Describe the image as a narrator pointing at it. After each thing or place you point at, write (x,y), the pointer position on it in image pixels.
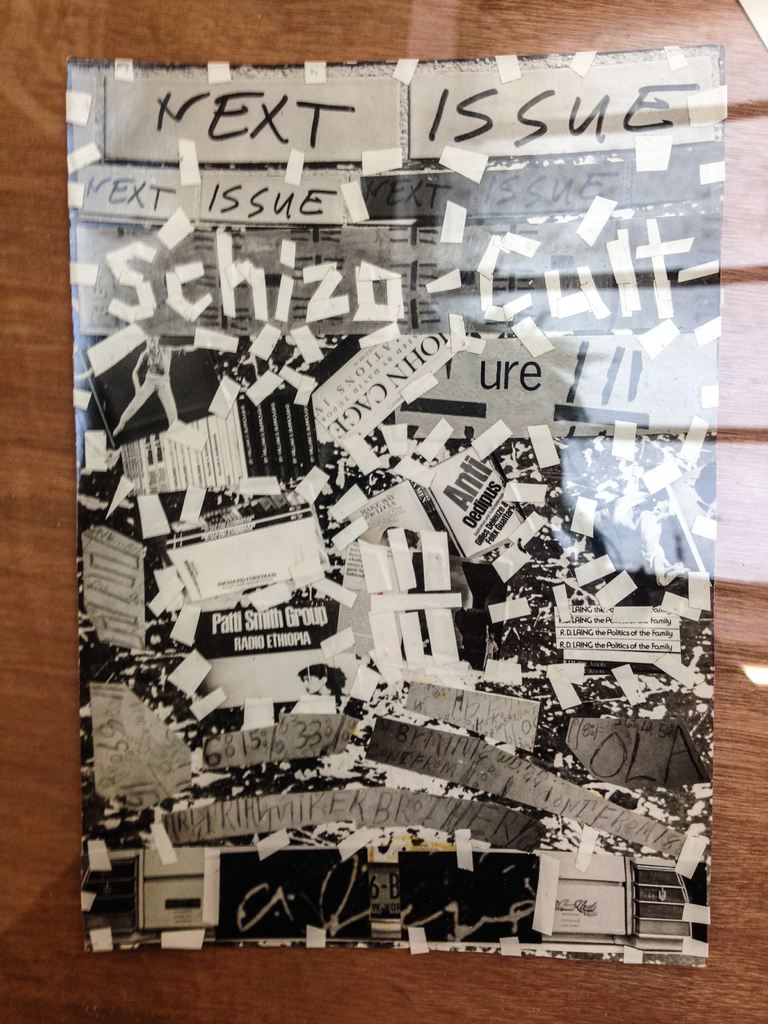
In the picture we can see a wooden sheet (296,968) on it we can see a different news papers (599,889) are cut and pasted on it.
